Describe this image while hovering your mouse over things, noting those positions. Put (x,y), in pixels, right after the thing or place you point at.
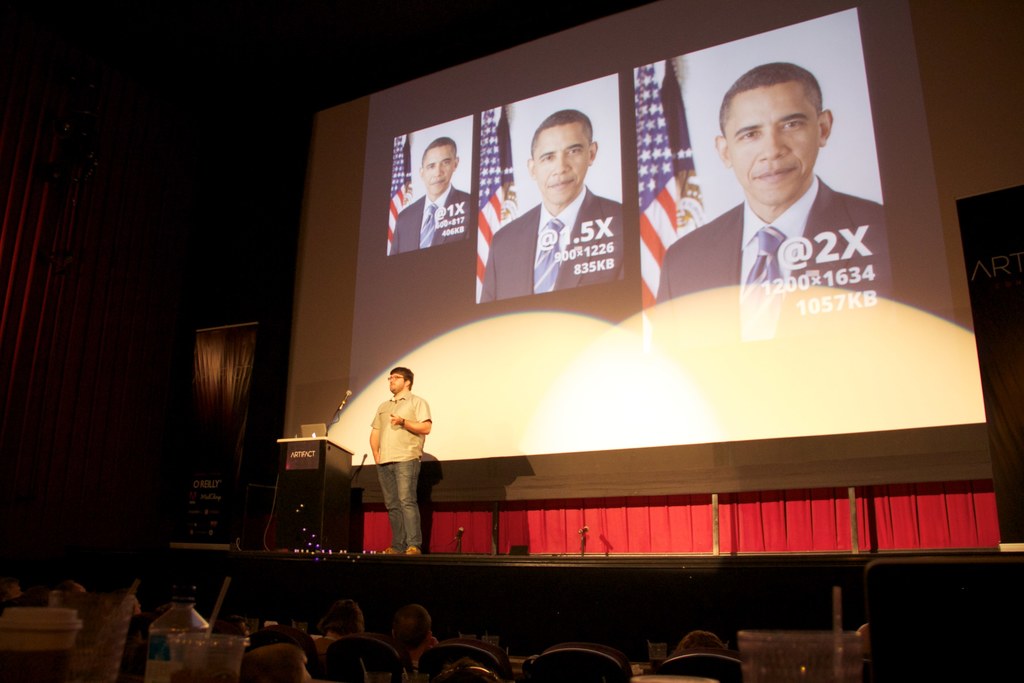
This picture describes about group of people (416,632), few are seated on the chairs (306,647) and a man (421,445) is standing, in front of microphone (342,408), behind him we can see a screen (661,339), curtains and hoardings (227,428), at the bottom of the image (183,605) we can see a bottle (198,629) and few cups (95,629).
